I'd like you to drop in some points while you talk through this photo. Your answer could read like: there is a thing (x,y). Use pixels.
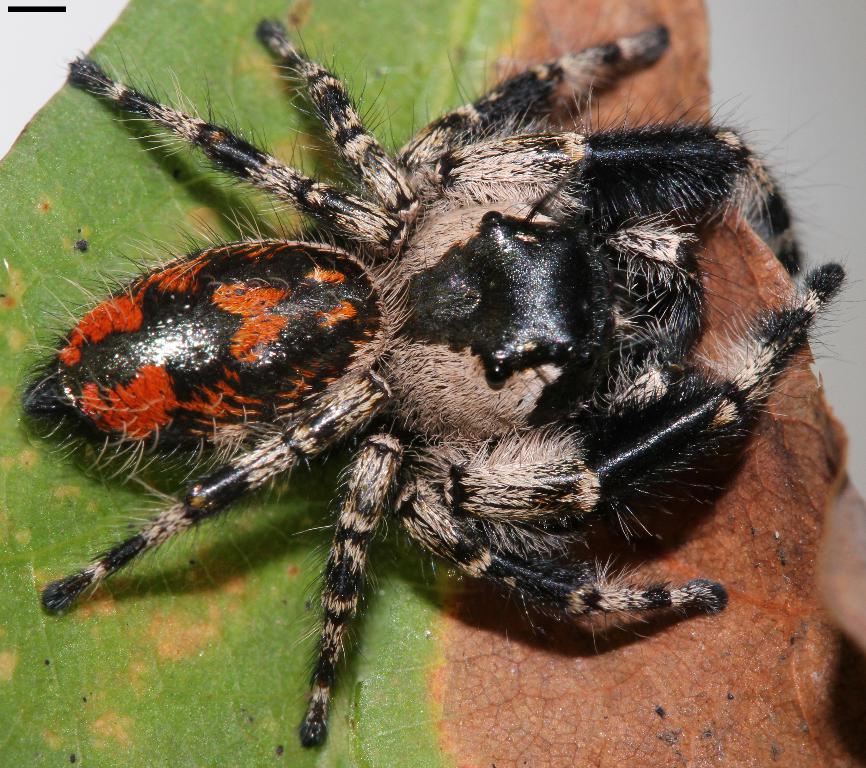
In this picture I can see a spider (463,465) on a leaf (12,658).
